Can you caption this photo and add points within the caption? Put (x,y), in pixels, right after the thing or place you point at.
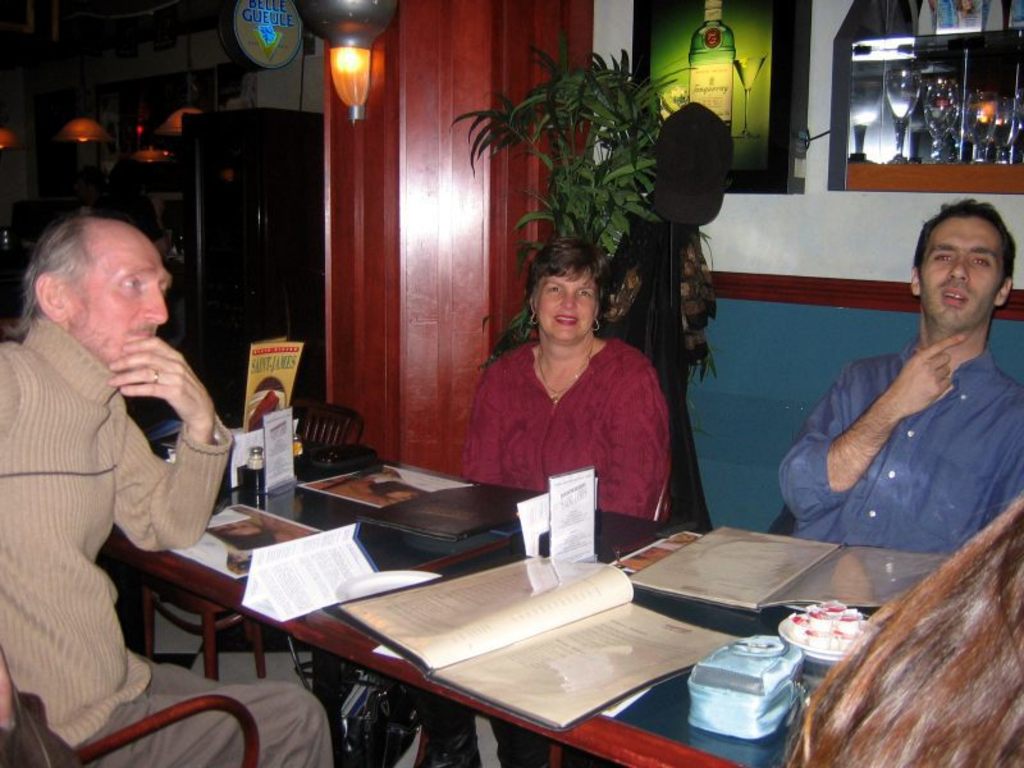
These three persons (131,475) are sitting on a chair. On this table (680,600) there is a book (444,503), papers (394,481), plate (804,644) and box (762,648). A picture (753,119) on wall (865,202). In this glass (1004,186) there are glasses (950,112). On top (362,93) there are lights (357,78). Backside of this woman (583,318) there is a plant (609,218).
